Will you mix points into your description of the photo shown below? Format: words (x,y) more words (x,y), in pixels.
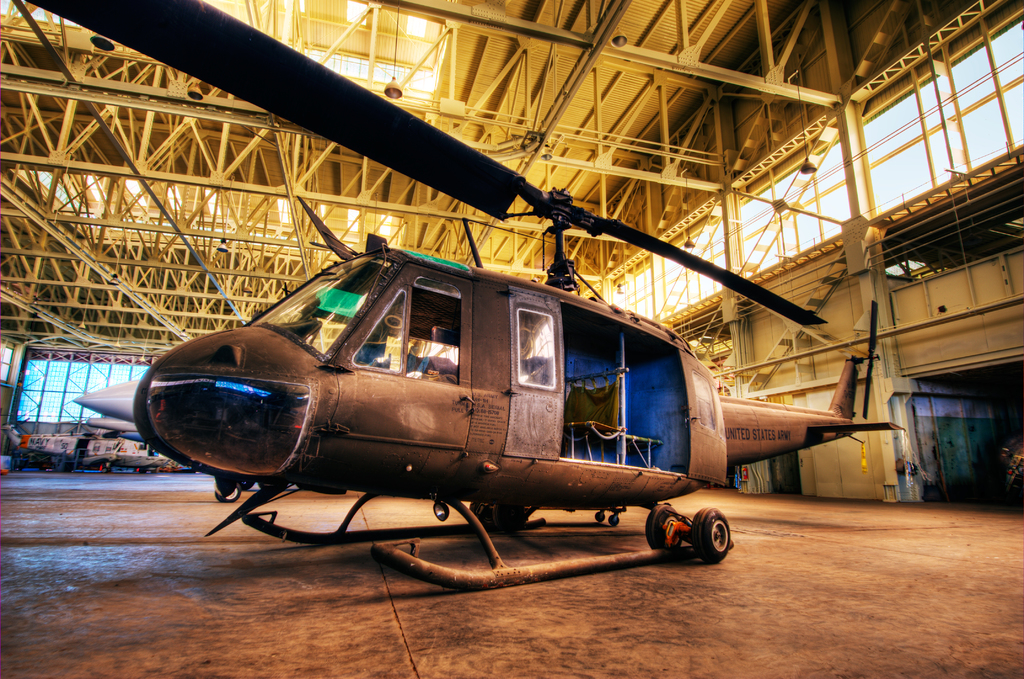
In this picture we can see a helicopter (444,351) and other vehicles (133,432) in the shed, in this we can find few metal rods (424,55) and lights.
